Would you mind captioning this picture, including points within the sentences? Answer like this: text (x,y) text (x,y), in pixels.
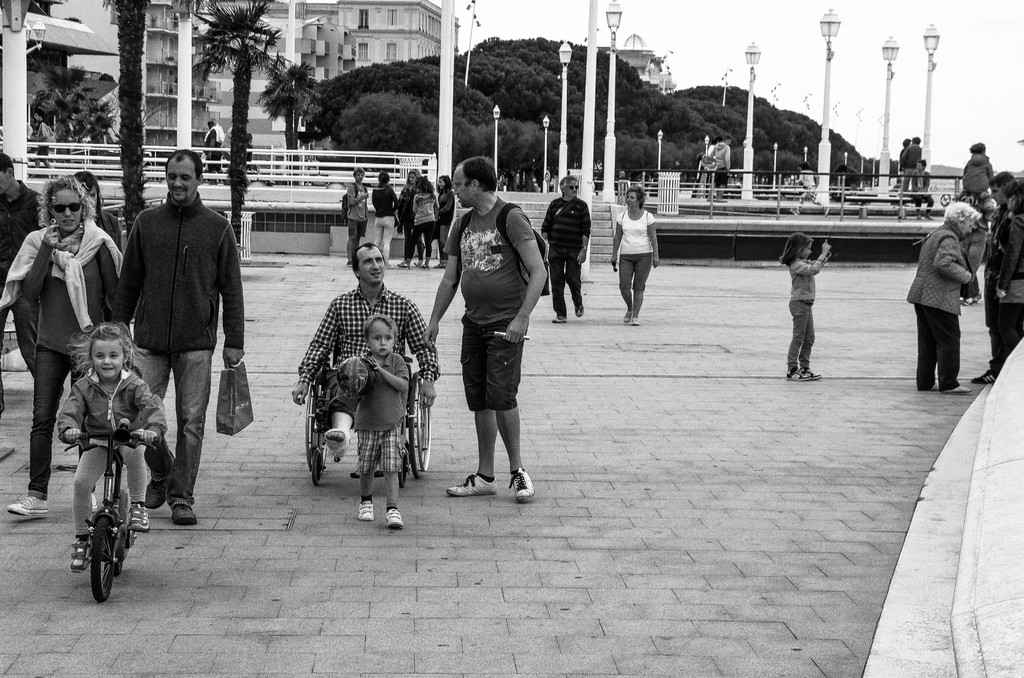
In this image i can see a group of people (415,218) standing and a girl (87,354) riding a bicycle (107,450). In the background (588,107) i can see light poles (565,89), trees (635,107), buildings (329,12) and the sky (940,71).
